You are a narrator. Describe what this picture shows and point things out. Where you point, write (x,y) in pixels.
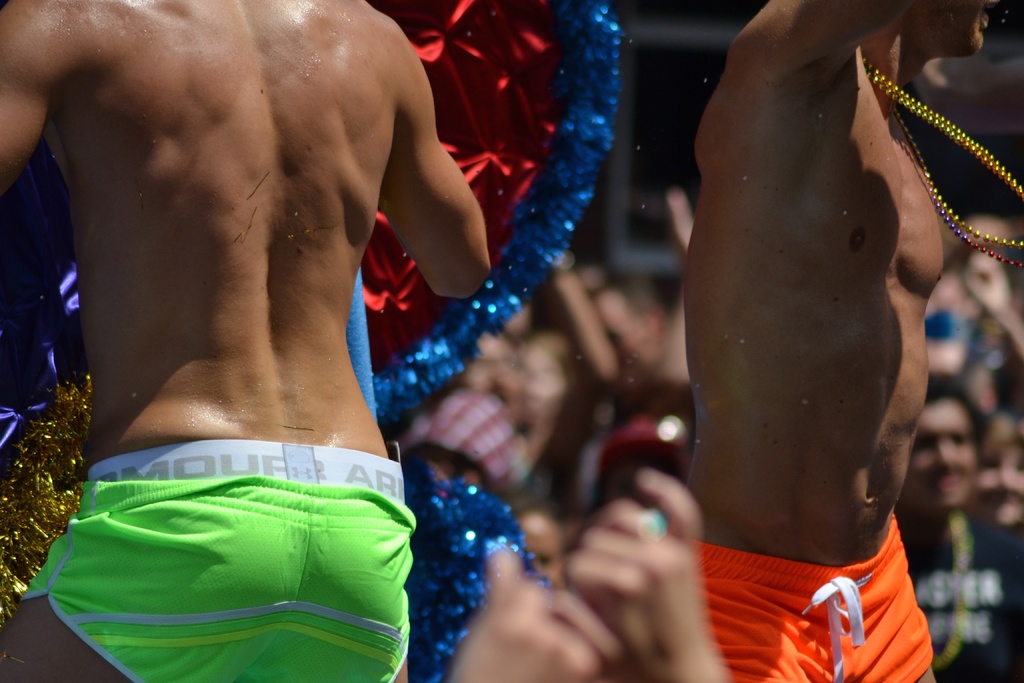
In this image I see 2 men (821,195) who are wearing shorts (828,646) which are of green and orange in color and I see the red, blue and golden color thing (506,139) in the background (544,152) and I see few more people (626,398) and I see that it is blurred in the background (997,429).
